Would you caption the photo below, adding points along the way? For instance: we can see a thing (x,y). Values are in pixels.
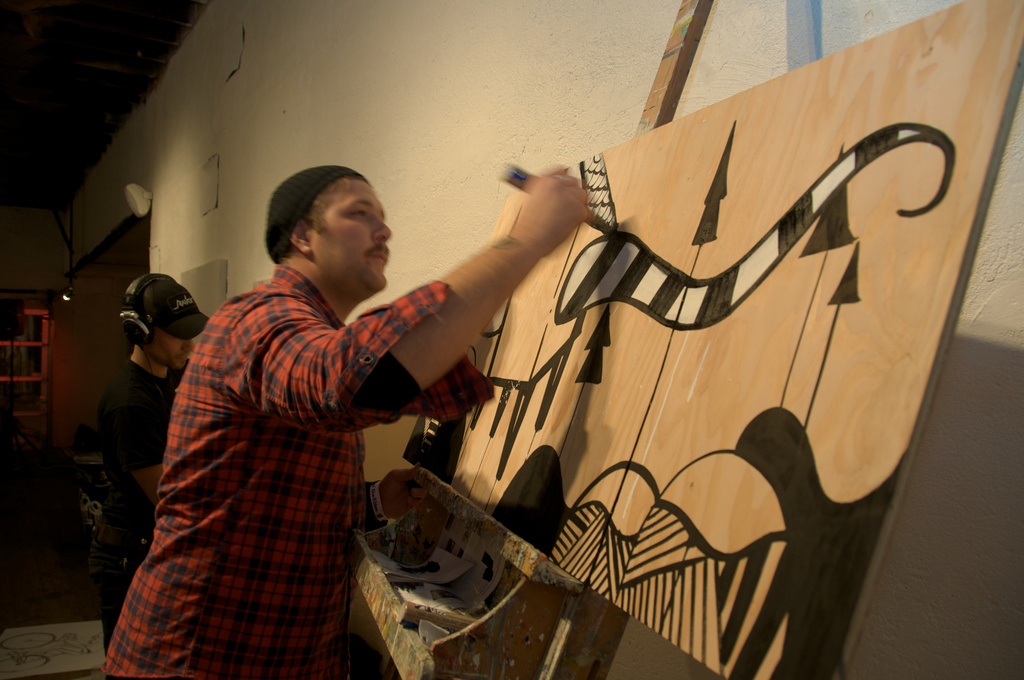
On the left side (293,451), there is a person (314,330) in a shirt (194,500), holding an object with a hand (519,220) and painting on a wooden board (649,292). Beside him, there is another person (139,377) wearing headset (139,294) and standing. In the background (45,318), there is a light (62,298), a cupboard (45,318) and there is a wall (93,285).
